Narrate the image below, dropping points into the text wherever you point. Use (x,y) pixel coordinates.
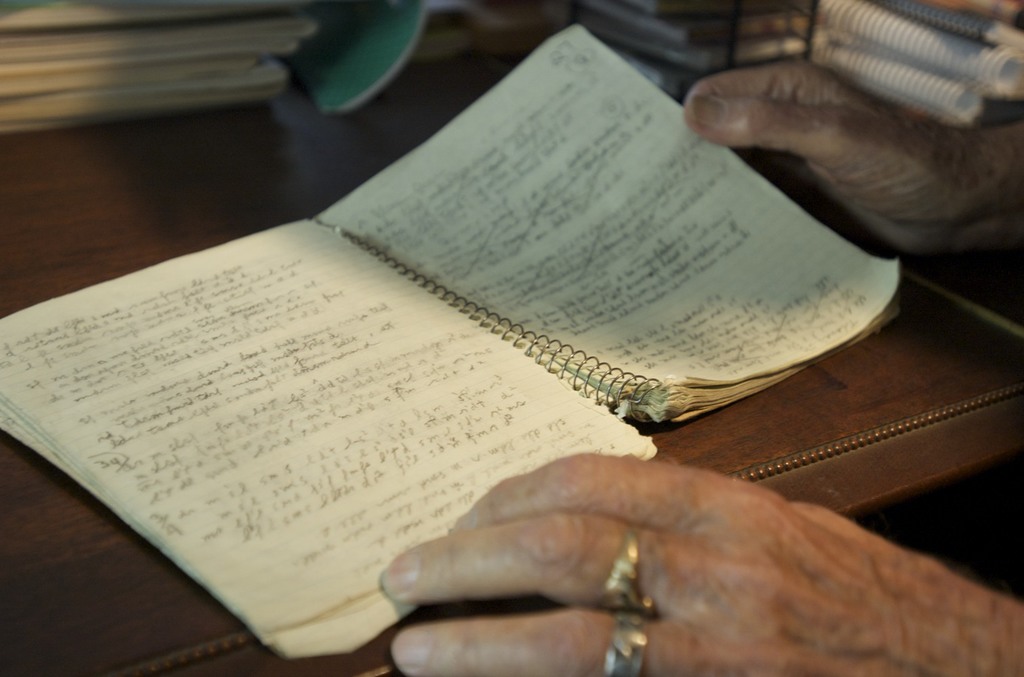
In this image we can see a book (767,218) on the table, here is some matter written on it, beside here are the books (890,44), here a person (466,621) is holding a book (310,307) in the hands (451,671).
